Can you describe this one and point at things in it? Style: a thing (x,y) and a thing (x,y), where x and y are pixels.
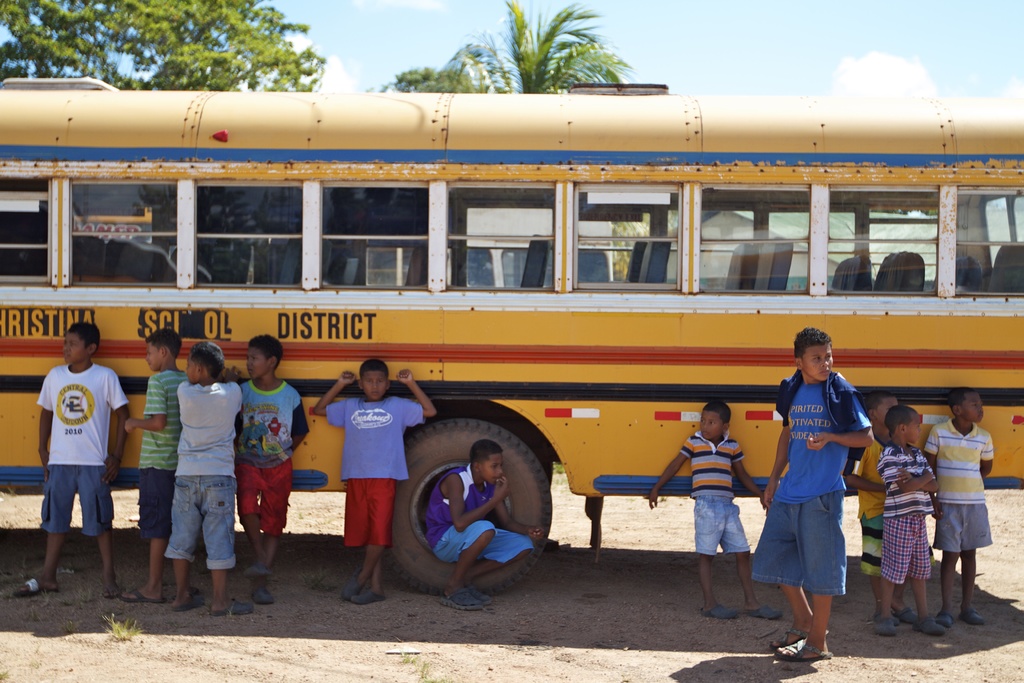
In this picture I see number of children (798,483) in front (275,515) who are on the sand (303,633) and behind them I see a bus (648,375) on which there is something written. In the background (690,19) I see the sky (411,54) and the trees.
